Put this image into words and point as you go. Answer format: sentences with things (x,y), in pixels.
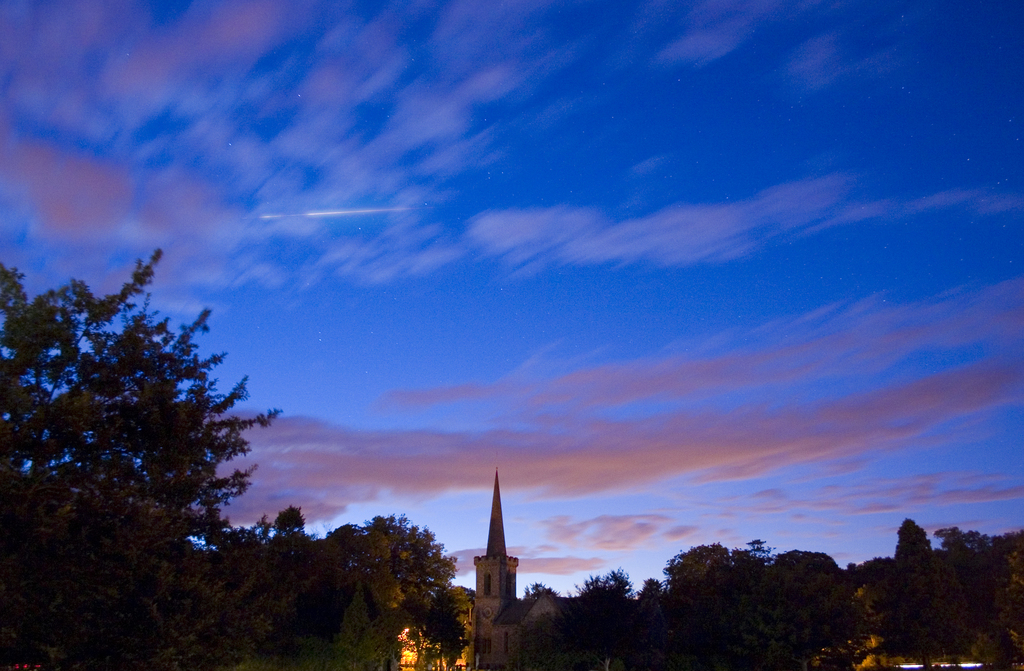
In this image we can see a building (492,606), trees (440,563) and cloudy sky (542,303).
